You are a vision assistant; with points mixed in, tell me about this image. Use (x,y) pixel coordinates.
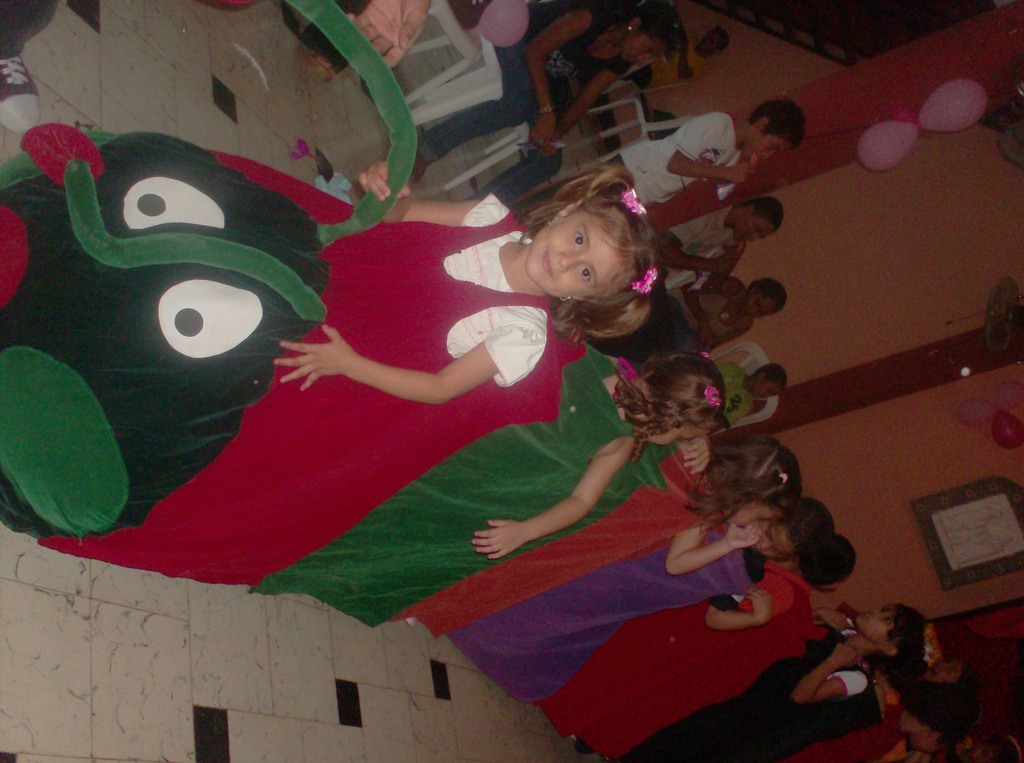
In the foreground of the picture (615,434) there are kids (611,467) playing. In the background (706,217) there are chairs (476,86), people (685,148) and kids (719,365). On the right (972,141) there are balloons (912,118), pillar (930,364) and wall (938,297).
